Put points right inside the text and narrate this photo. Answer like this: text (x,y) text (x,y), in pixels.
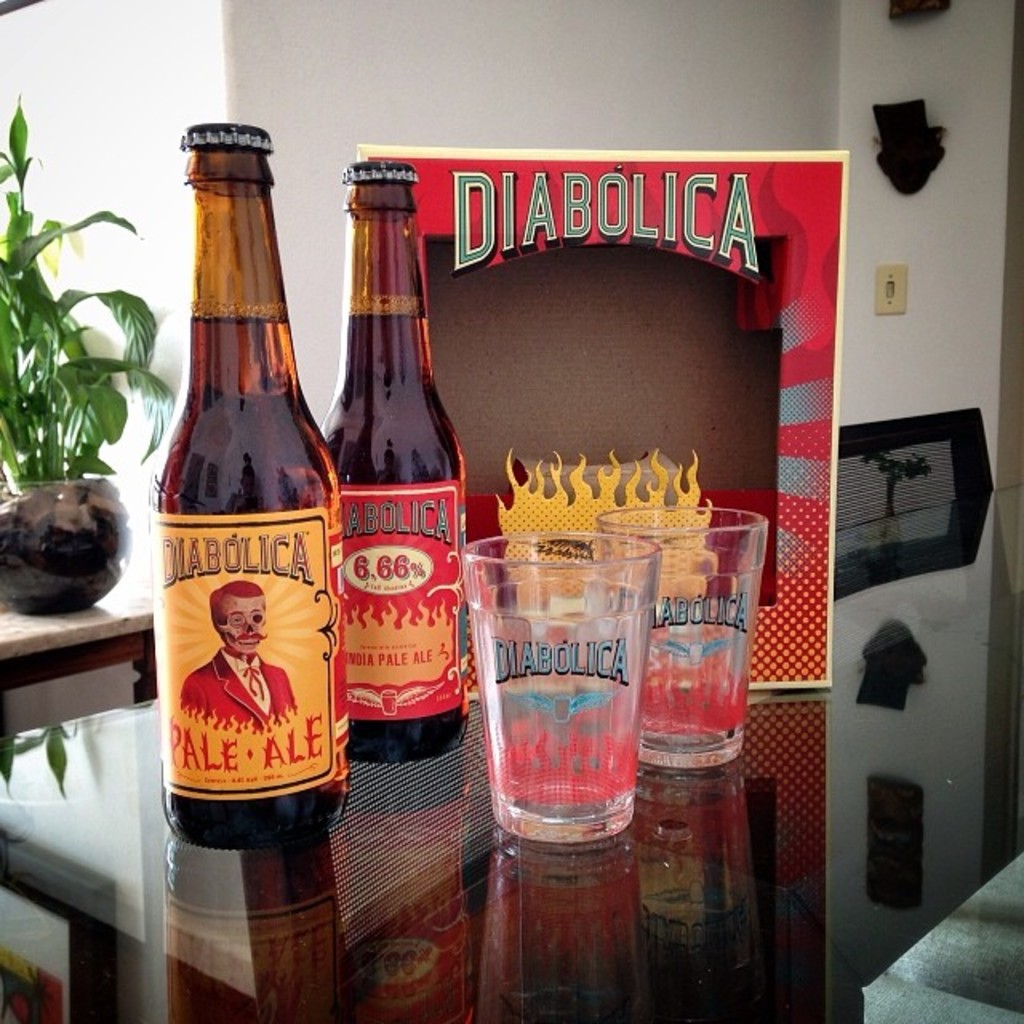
There are two bottles (377,486), glasses (756,545), and a frame (787,573) on the table (838,774). This is chair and there is a plant (29,256). On the background (428,111) there is a wall (872,229).
